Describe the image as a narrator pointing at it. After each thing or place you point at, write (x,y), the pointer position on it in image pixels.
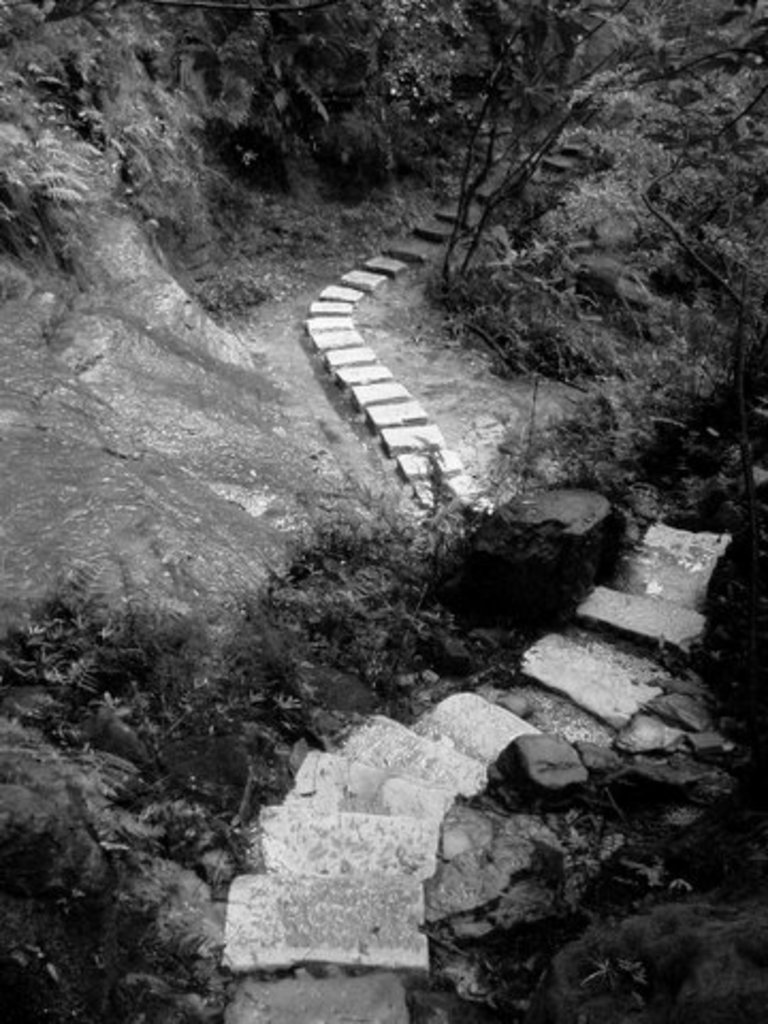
In this picture we can see steps (626,605), stones (456,653) and in the background (303,146) we can see trees (471,133).
